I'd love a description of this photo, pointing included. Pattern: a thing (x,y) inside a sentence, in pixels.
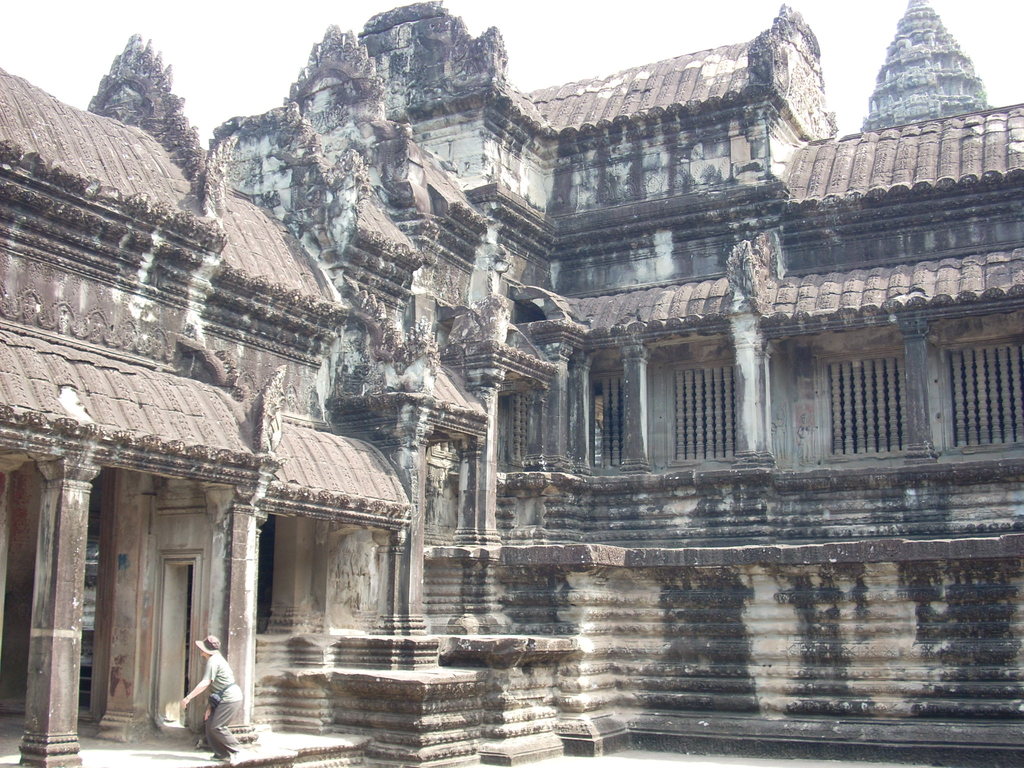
In this picture we can see a building (855,609). We can see a person (208,644) standing in front of the building (129,650) on the left side (216,674).
